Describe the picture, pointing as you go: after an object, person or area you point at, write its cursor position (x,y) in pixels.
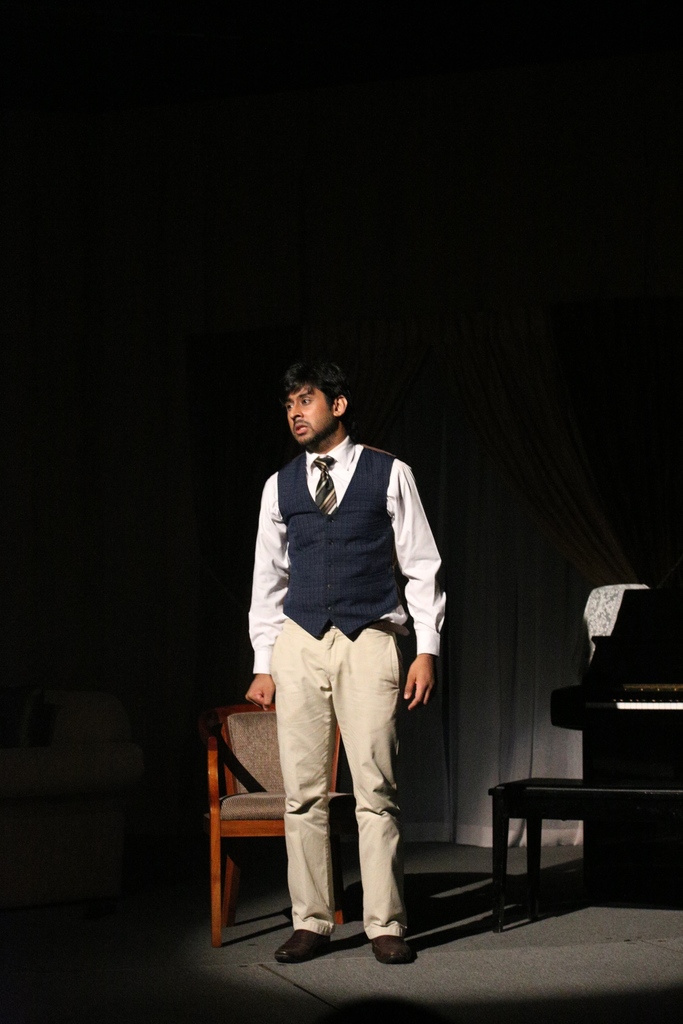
In this image I can see a man (301,742) standing. There is a chair (248,751) and a piano (576,703).
